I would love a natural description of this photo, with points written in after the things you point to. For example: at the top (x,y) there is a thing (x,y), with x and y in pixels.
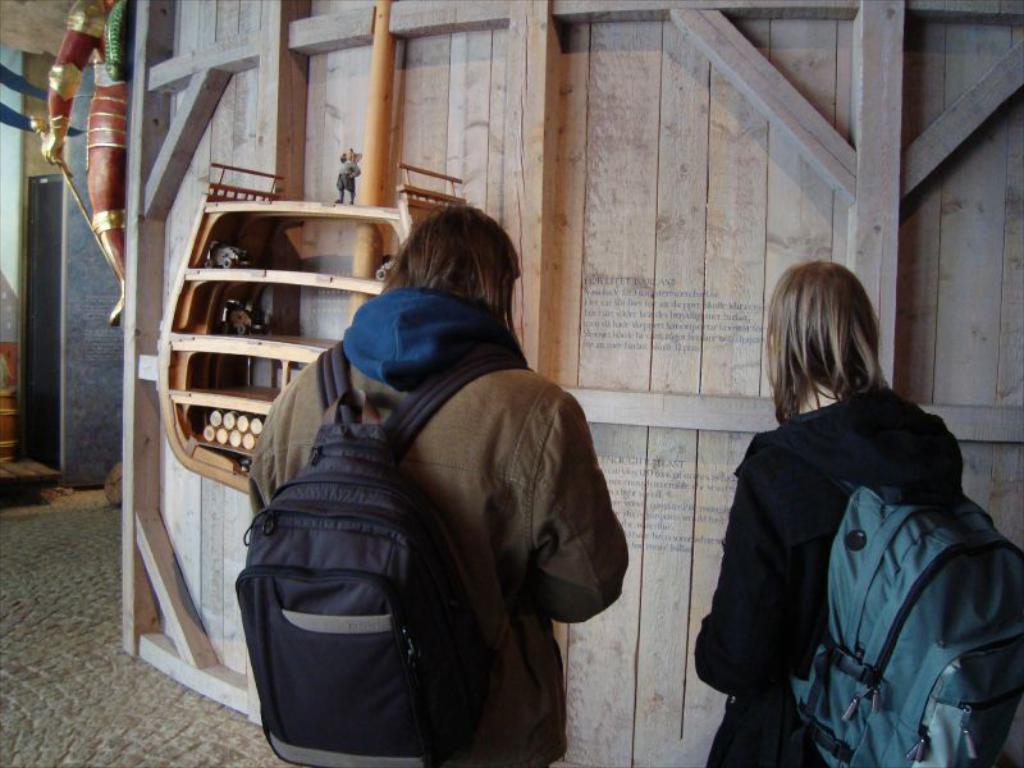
In this picture we can see persons (890,470) wore jackets (602,474) carrying their bags (407,491) and they are standing and in front of them we have wooden wall (428,108), pole (371,89), racks (238,198), some statue (110,189), box (72,355).
